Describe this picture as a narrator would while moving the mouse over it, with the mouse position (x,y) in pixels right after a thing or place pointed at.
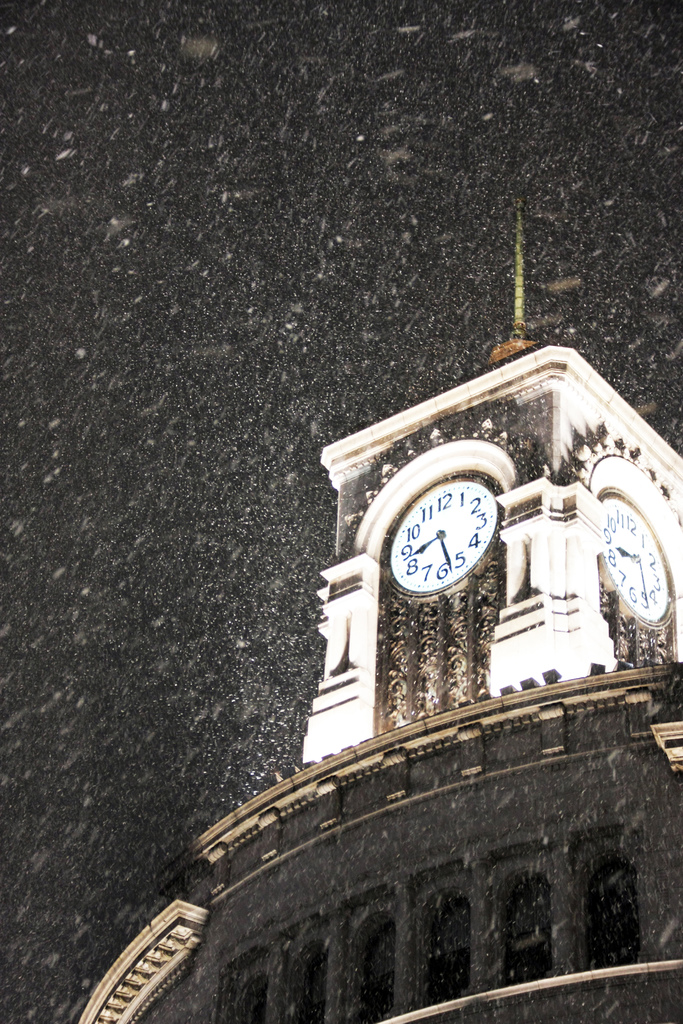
In this picture we see a clock tower building (442,617) with snow (273,500) falling on it. The sky (331,488) is dark.
